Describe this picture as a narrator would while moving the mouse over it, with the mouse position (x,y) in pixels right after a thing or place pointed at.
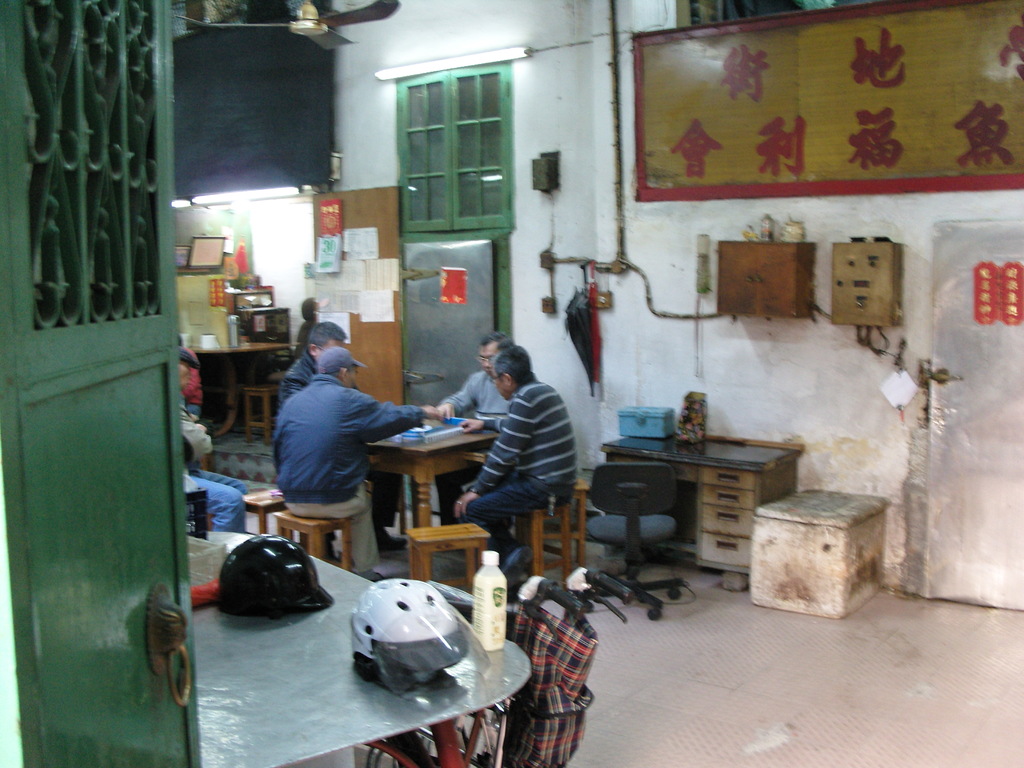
Here we can see a group of people (536,495) sitting on stools (444,534) with table (476,446) in front of them and at the left side (258,545) we can see helmets (389,654) placed on the table (422,693).
